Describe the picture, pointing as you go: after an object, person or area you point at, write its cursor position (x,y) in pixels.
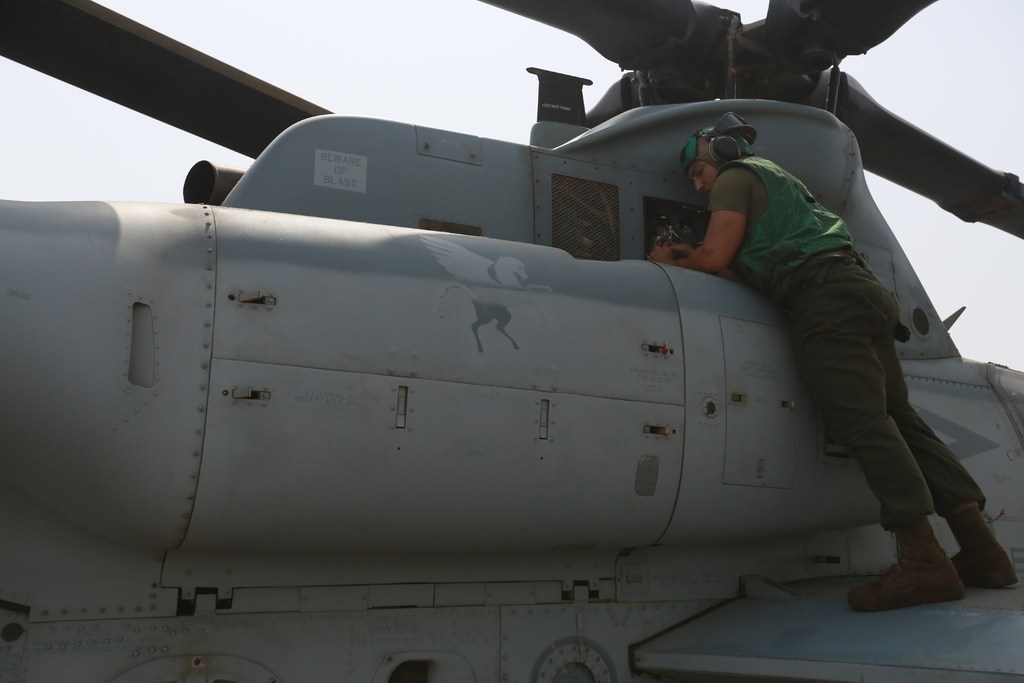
In this image, there is an outside view. In the foreground (275,305), there is a person (778,257) wearing clothes (761,263) and standing on the helicopter (743,551). In the background (355,100), there is a sky (344,113).
